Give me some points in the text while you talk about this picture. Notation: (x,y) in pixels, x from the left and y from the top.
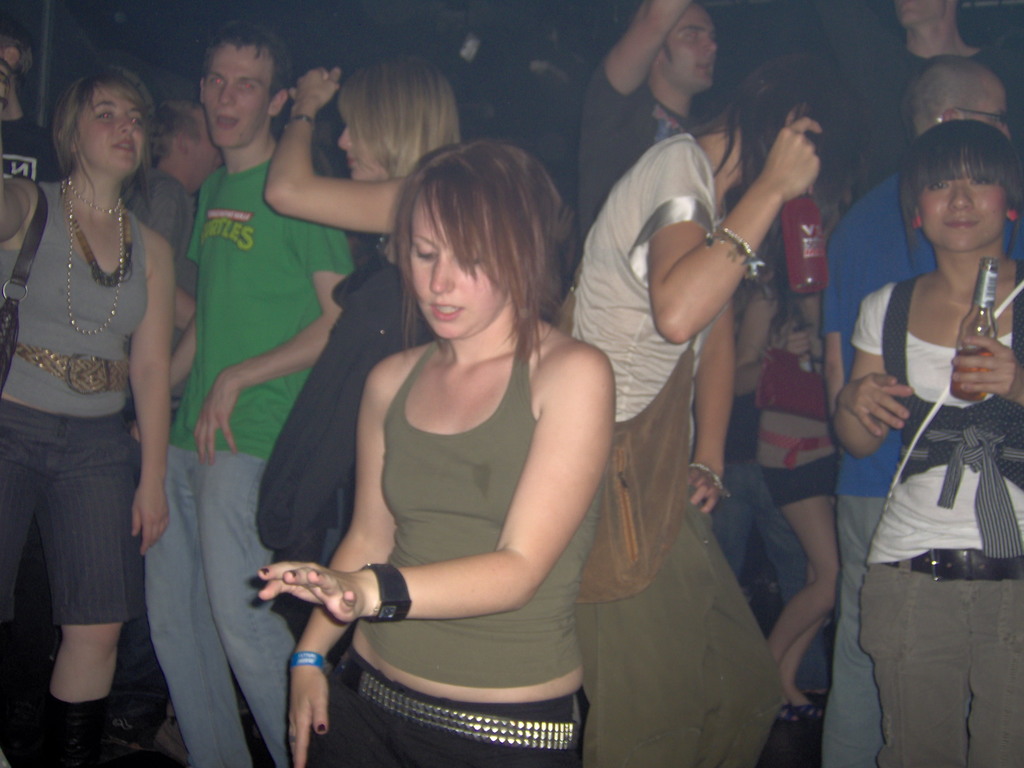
In the center of the image (430,262) we can see a few people (784,98) are standing and they are in different costumes (347,271). Among them, we can see a few people (774,106) are holding bottles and one person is smiling. In the background (227,23), we can see it is blurred.
